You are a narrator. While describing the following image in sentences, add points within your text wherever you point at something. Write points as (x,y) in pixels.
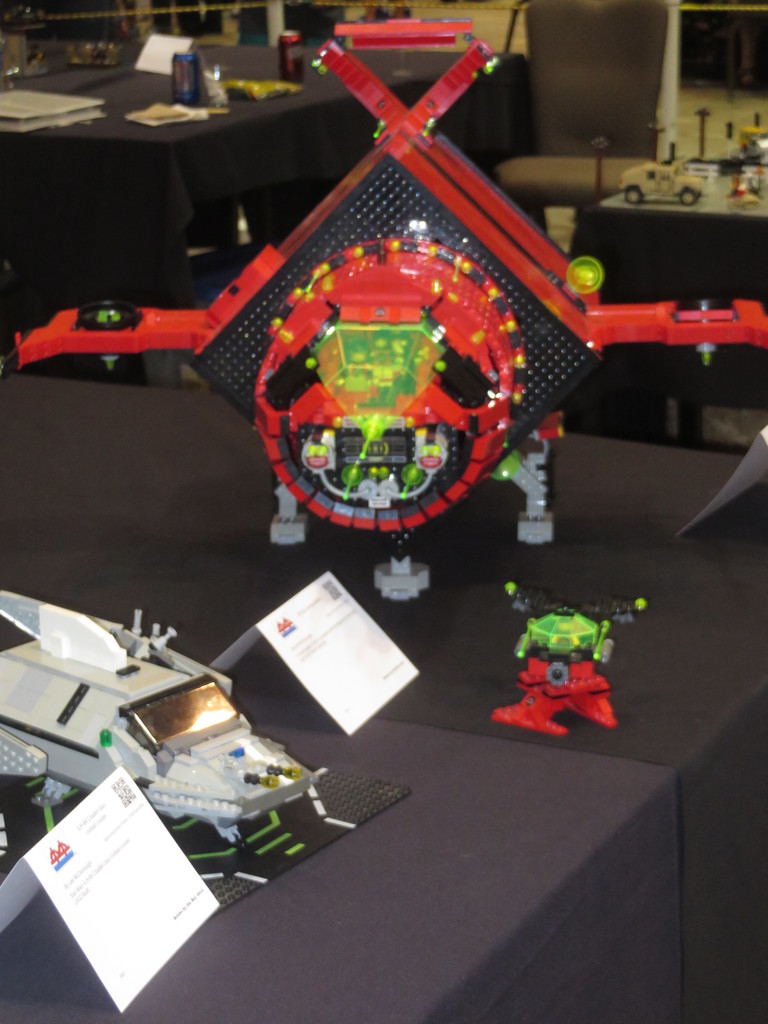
On the table (9,410) I can see the plastic object (363,379) of a plane (356,274), spaceship (33,670) and other objects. In the back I can see the chair (551,183). In the back (168,83) I can see another toys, frames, papers (51,98), name plate (373,635) and other objects (179,88) on the tables (37,156). In the top right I can see the pillar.
